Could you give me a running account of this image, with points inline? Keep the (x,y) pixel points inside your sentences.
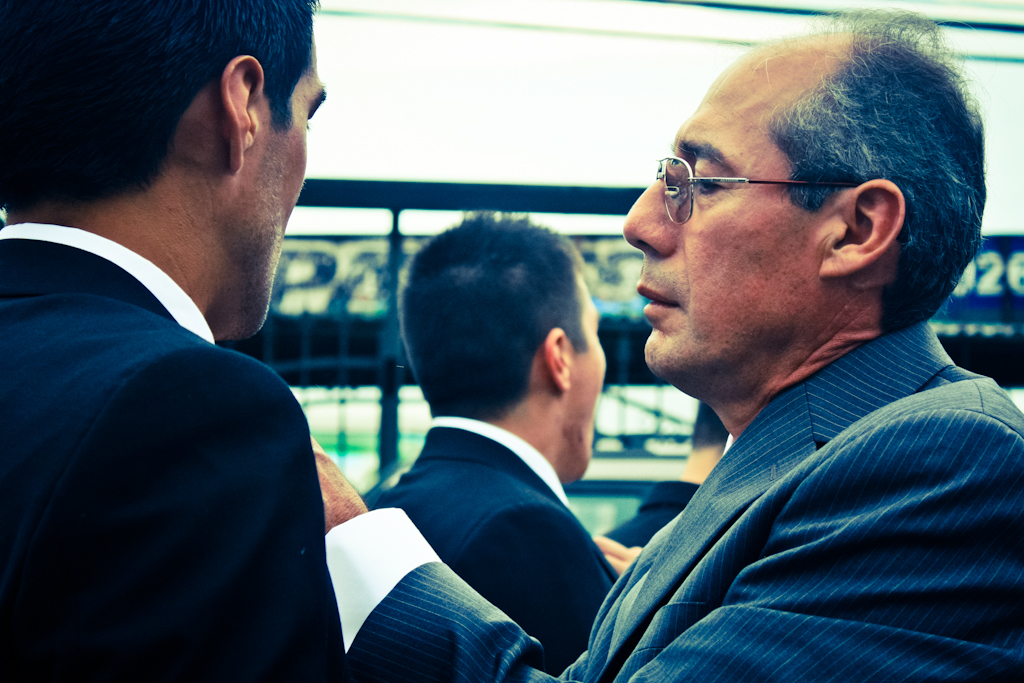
This image is taken outdoors. In the background (334,266) there is a board (366,285) with a text (597,273) on it and there are a few iron bars (390,441). In the middle of the image (537,357) there are four men (683,487). They have worn suits (238,560) and shirts (364,517).
